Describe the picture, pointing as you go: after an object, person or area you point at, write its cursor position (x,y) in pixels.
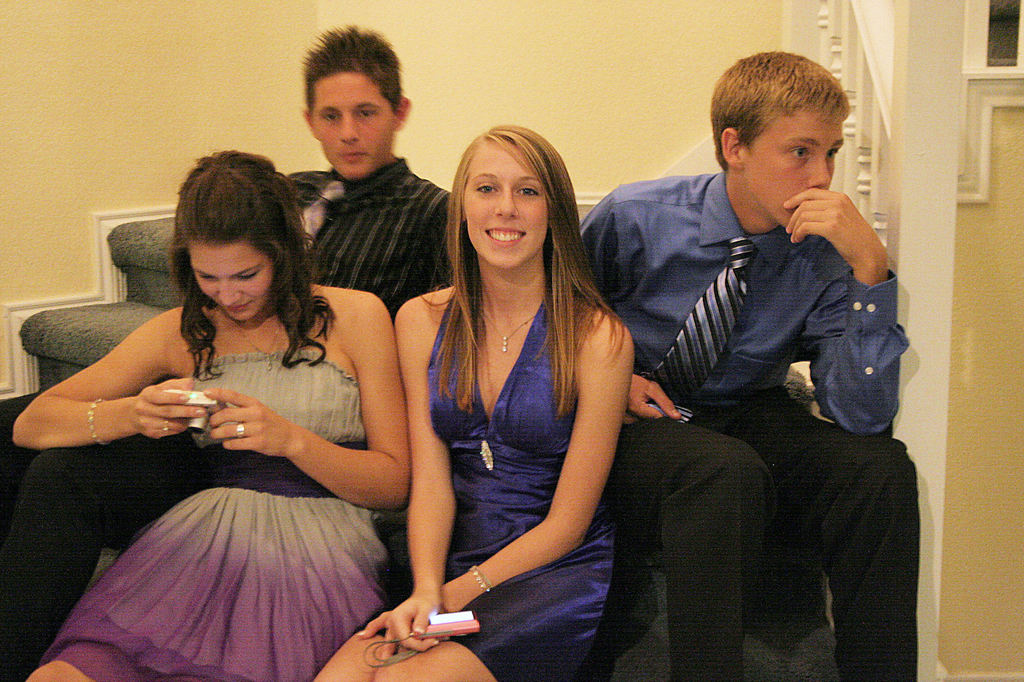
In the image there are two women (485,328) and two men (652,270) sitting on stairs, behind them there is wall (561,94).
